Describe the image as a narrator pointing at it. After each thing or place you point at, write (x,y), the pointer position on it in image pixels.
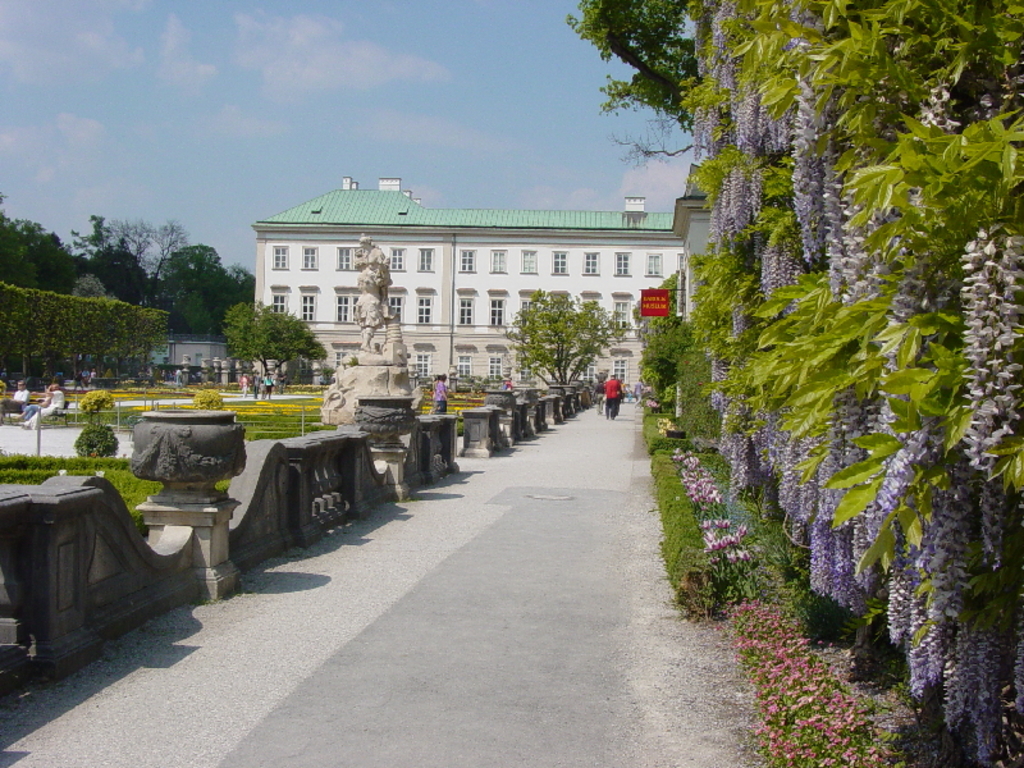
In the picture there is a huge building (457,315), in front of that building (458,334) there is a beautiful garden (228,403), few people (44,397) were moving around the garden (205,406) and on the left side (335,392) there is a sculpture (359,370) and beside the sculpture (347,386) there is a path (563,487) and beside that path (625,433) there are many flowering plants (737,328). In the background (108,302) there are many trees (159,297).
